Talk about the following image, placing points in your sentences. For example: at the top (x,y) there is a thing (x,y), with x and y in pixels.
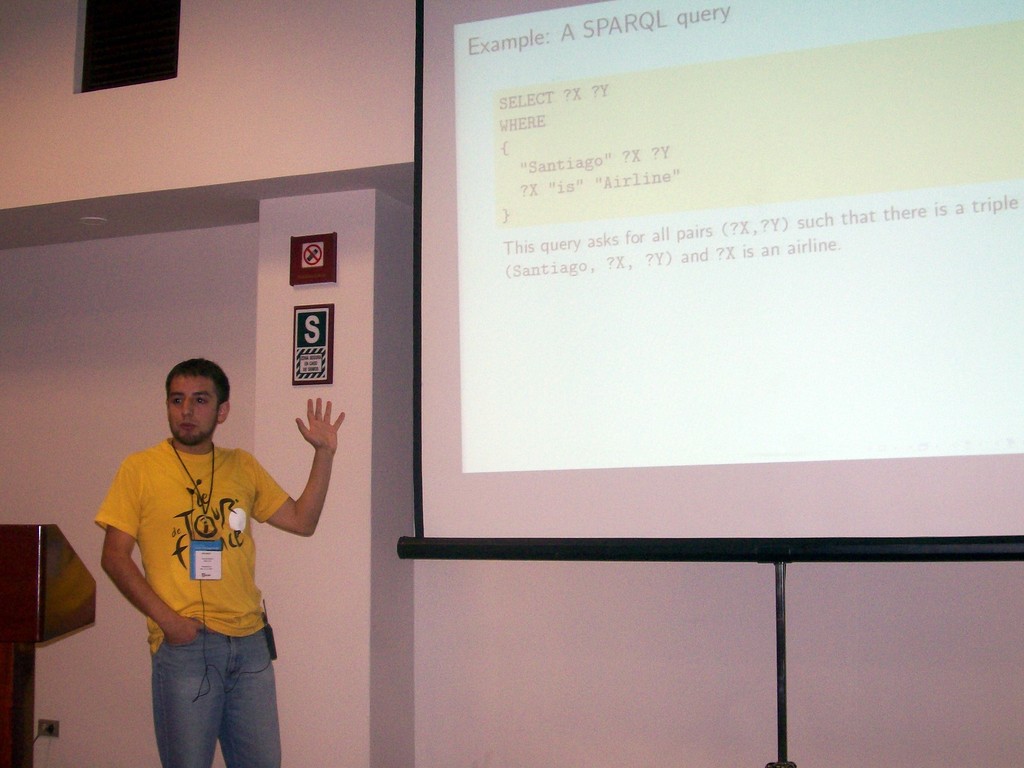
In this image we can see a person (174,485) wearing yellow color T-shirt (180,531), blue color jeans (196,719) also wearing ID card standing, there is wooden podium (73,603) on left side of the image (75,564) and in the background of the image (182,295) there is a wall (243,46) and projector screen (643,362).
